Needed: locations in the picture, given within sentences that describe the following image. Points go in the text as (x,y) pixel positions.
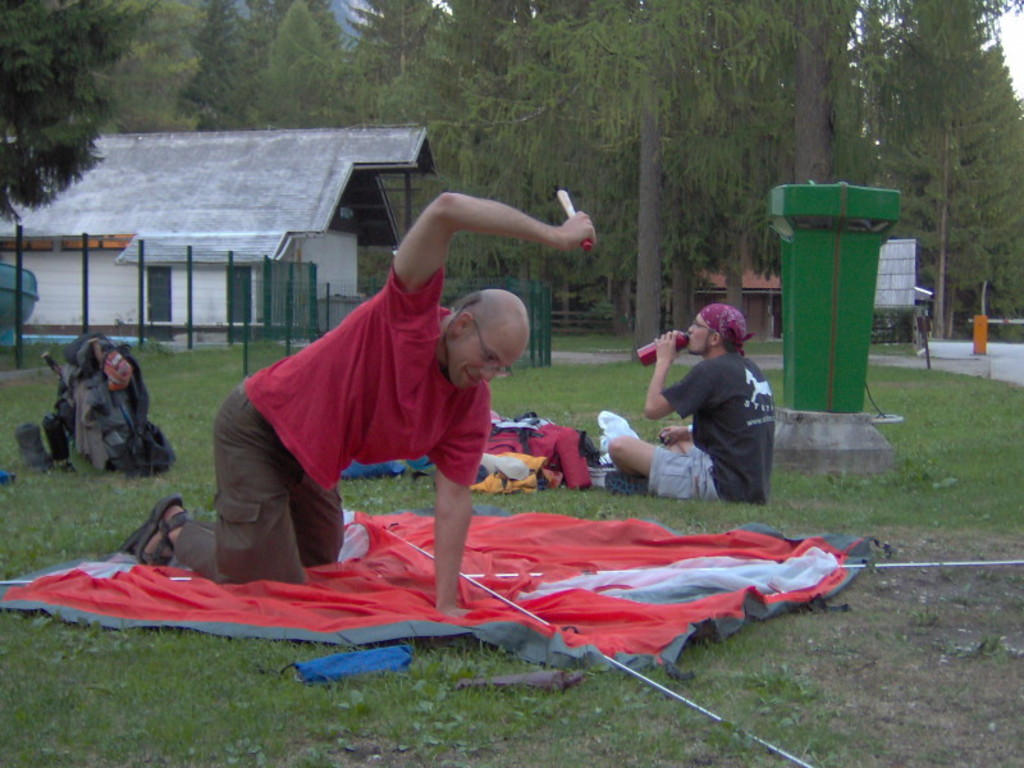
In this image we can see people (658,447) sitting. There are clothes (471,592) placed on the grass (296,685). On the right (844,297) there is a bin (833,377). In the background (689,281) there are sheds (90,218) and trees (755,169). On the left (150,446) there is a bag (103,465).
